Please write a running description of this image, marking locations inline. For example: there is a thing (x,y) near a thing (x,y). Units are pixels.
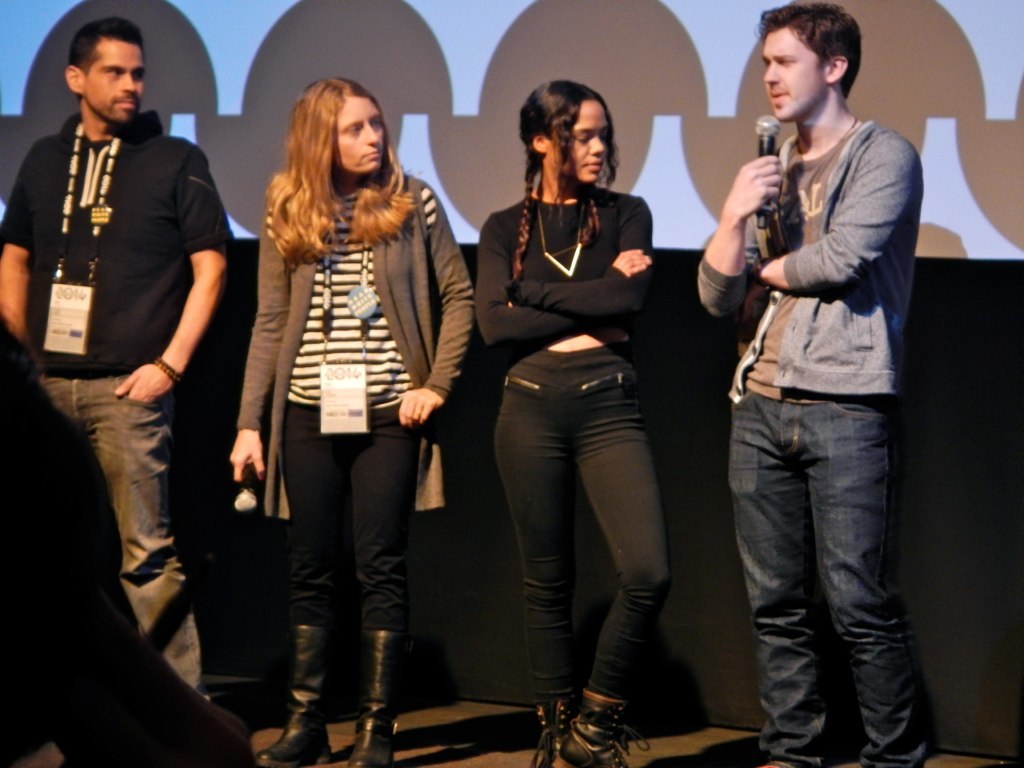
In this image there are four people (386,360) standing on the floor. A man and a woman (439,401) are holding mike's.
